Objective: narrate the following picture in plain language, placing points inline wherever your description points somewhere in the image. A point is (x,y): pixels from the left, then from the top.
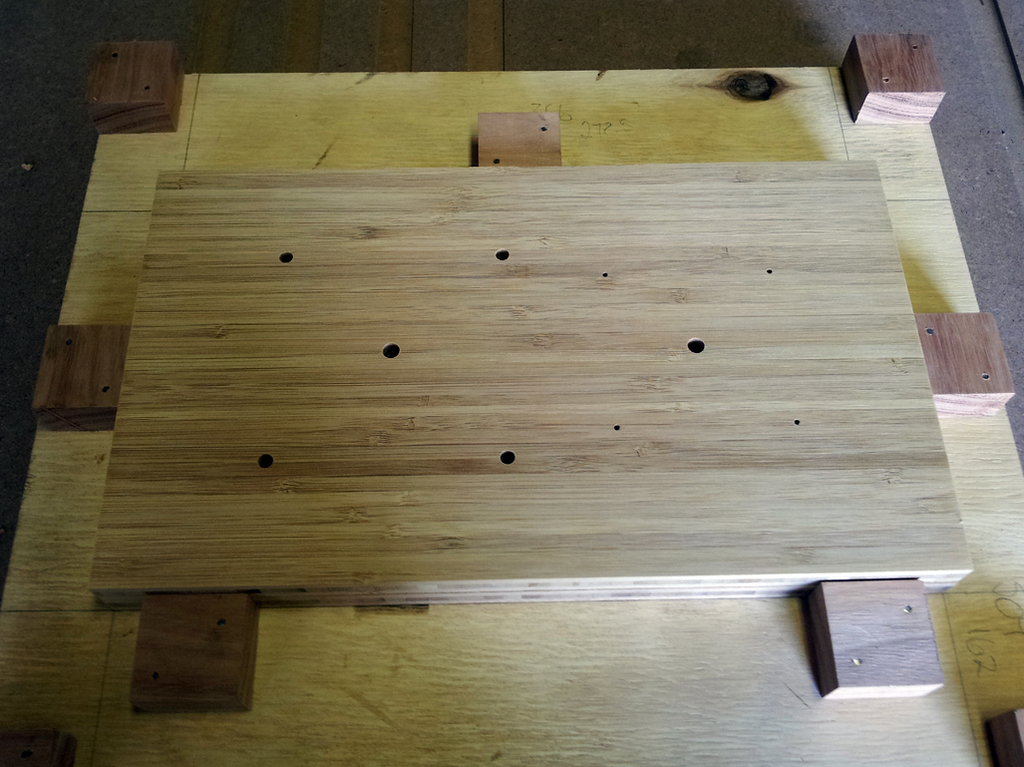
In the middle (434,357) it is a wooden board (730,526).
